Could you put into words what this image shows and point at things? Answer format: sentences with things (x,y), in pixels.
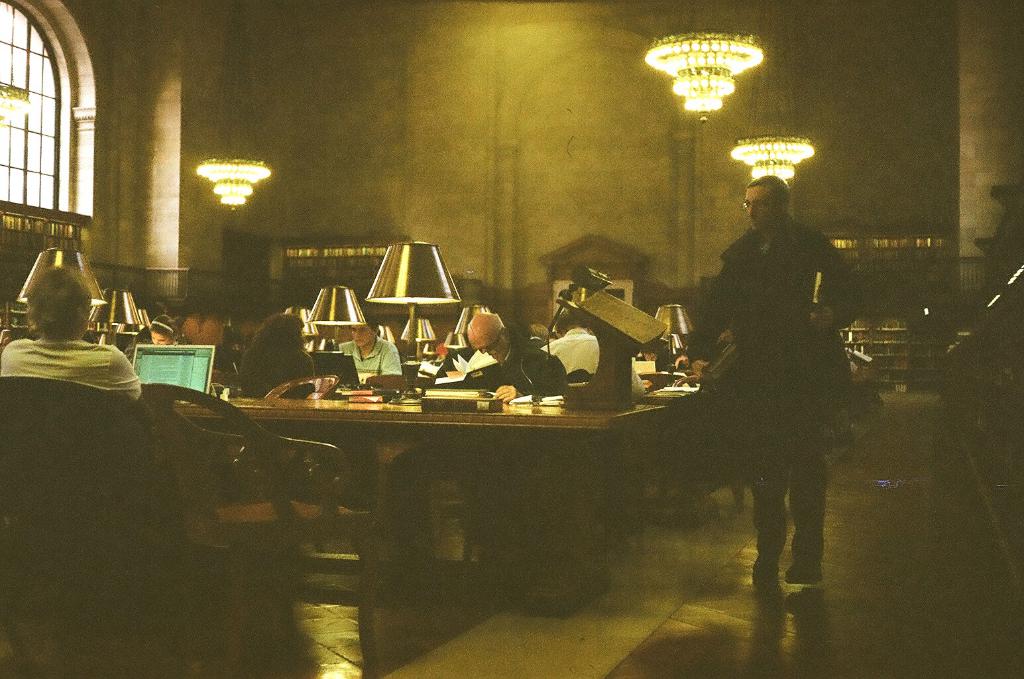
There is a group of people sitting in a room (410,470). On the right side (786,424) we have a one person (779,435). His standing and holding a book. We can see in the background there is a wall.
